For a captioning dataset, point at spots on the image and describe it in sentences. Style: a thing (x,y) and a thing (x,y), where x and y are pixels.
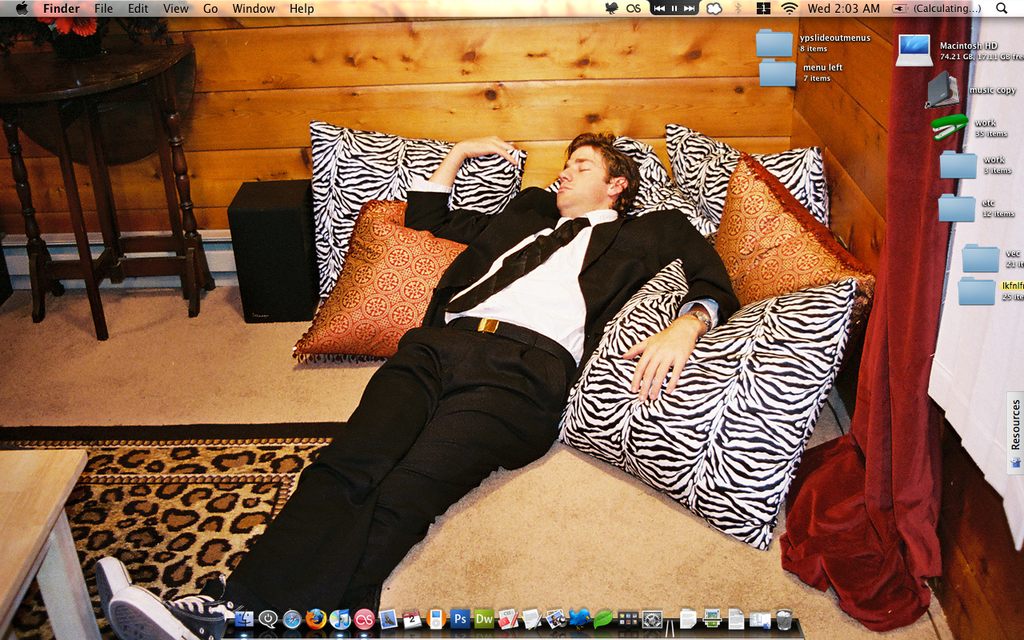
This is a picture of a man (525,319) in black blazer (584,284) lying on a floor (533,489). On floor (544,501) there are pillows (717,419), mat (145,499) and tables (24,511). This is looking like a screen wallpaper.
